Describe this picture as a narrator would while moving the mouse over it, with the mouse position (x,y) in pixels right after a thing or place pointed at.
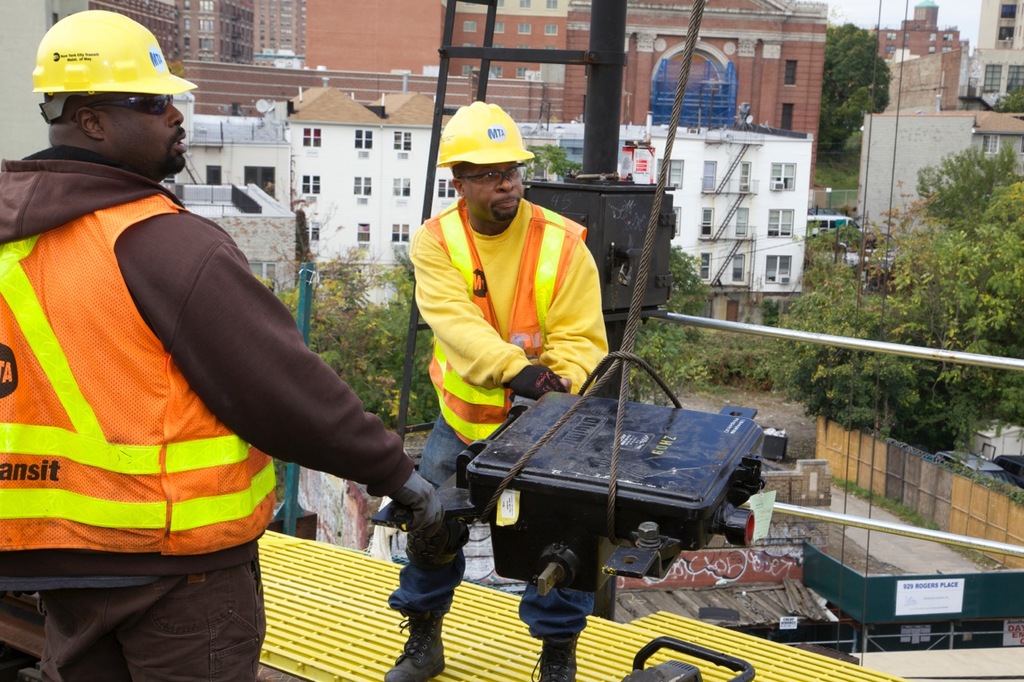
In this image I can see two men (227,350) are standing. I can see both of them are wearing orange jackets (19,480) and yellow colour helmets (80,79). In background (954,189) I see number of trees (999,207), buildings (745,150), number of windows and over here I can see something is written. I can also see these two are wearing gloves (416,479).
